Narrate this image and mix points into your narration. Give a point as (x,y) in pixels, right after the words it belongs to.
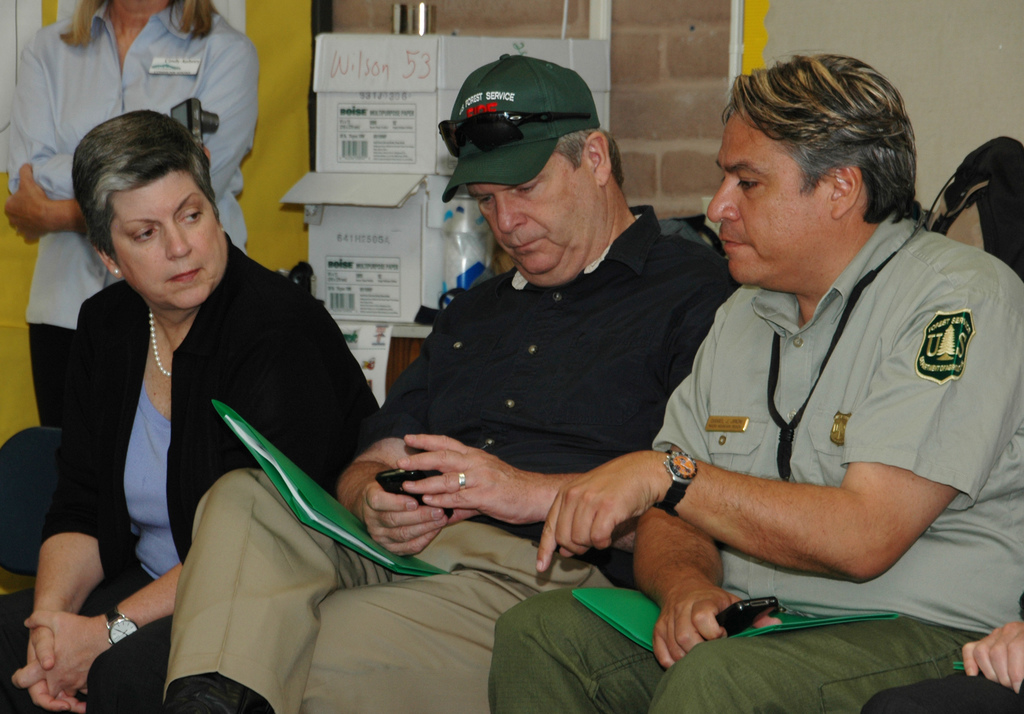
This picture might be taken from inside the room (460,329). In this image, we can see three people (315,335) are sitting on the chair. On the right corner (1012,654), we can also see a hand (1006,663) and leg (870,712) of a person (882,697). On the left side (199,18), we can see a woman (234,38) standing. In the background (723,85), we can see some boxes (387,68) and a wall (714,112).
